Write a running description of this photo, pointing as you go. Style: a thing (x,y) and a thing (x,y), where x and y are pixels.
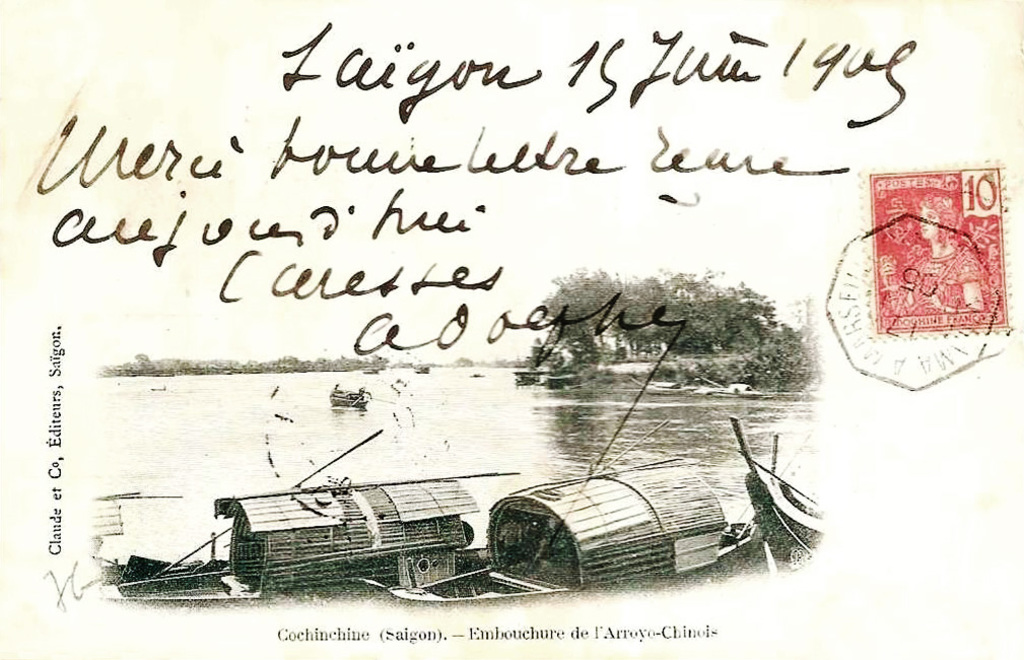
In this picture there is a poster (658,448). In the poster (616,450) I can see some boats (419,373) on the water (531,413). In the background of the poster (446,315) I can see the trees (654,342), plants (728,369) and grass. At the top of the poster (496,235) I can see something is written and sky (428,239). At the bottom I can see the watermark (346,631). On the right (874,314) I can see the stamps (990,225) on the poster (477,287).
